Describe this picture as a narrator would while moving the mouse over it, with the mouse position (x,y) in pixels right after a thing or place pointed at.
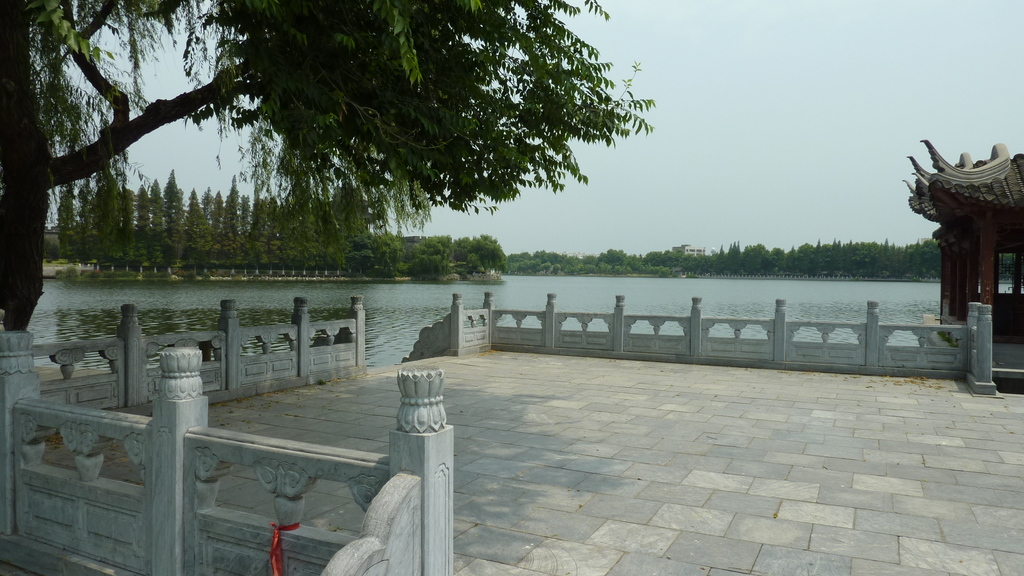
Here in this picture, in the front (958,424) we can see a place (694,379) that is covered with wall type railing (327,337) and on the right side (1009,186) we can see a shed (963,202) present and we can see water (271,323) covered over the place (934,422) and we can see plants (472,261) and trees (242,261) present on the ground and we can see the sky (493,234) is cloudy.
